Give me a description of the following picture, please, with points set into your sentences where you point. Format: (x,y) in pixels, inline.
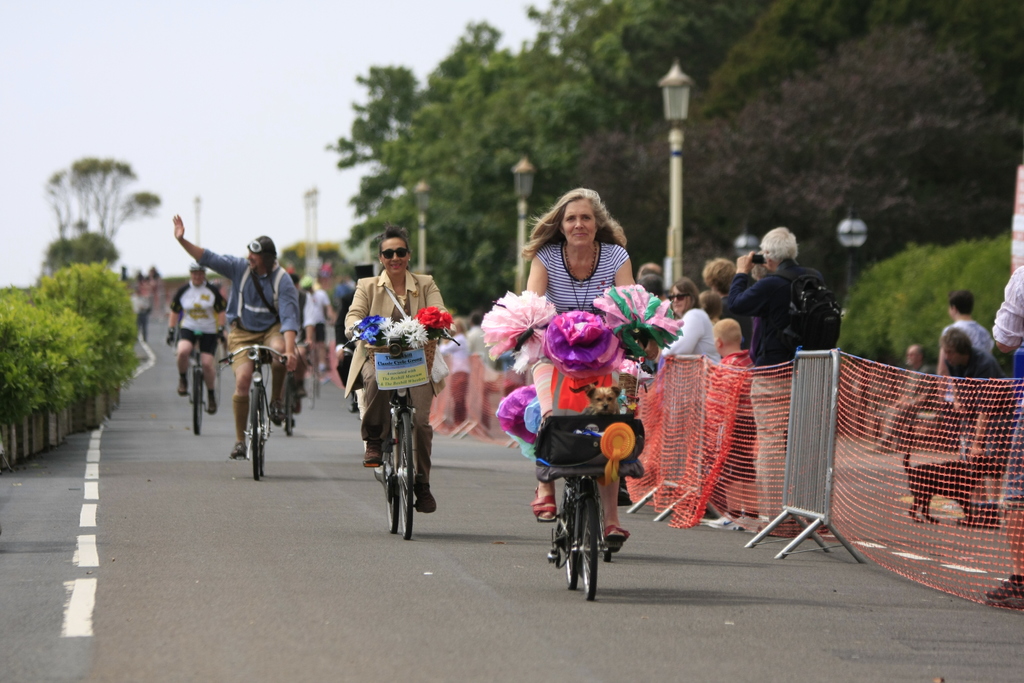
this picture shows a group of people (405,260) riding bicycles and we see few decorative papers (493,320) in front of the bicycle (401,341) few trees (580,132) on the side and few people (767,254) are standing on the side walk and we see a man (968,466) holding a dog (929,465) with the help of a string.
